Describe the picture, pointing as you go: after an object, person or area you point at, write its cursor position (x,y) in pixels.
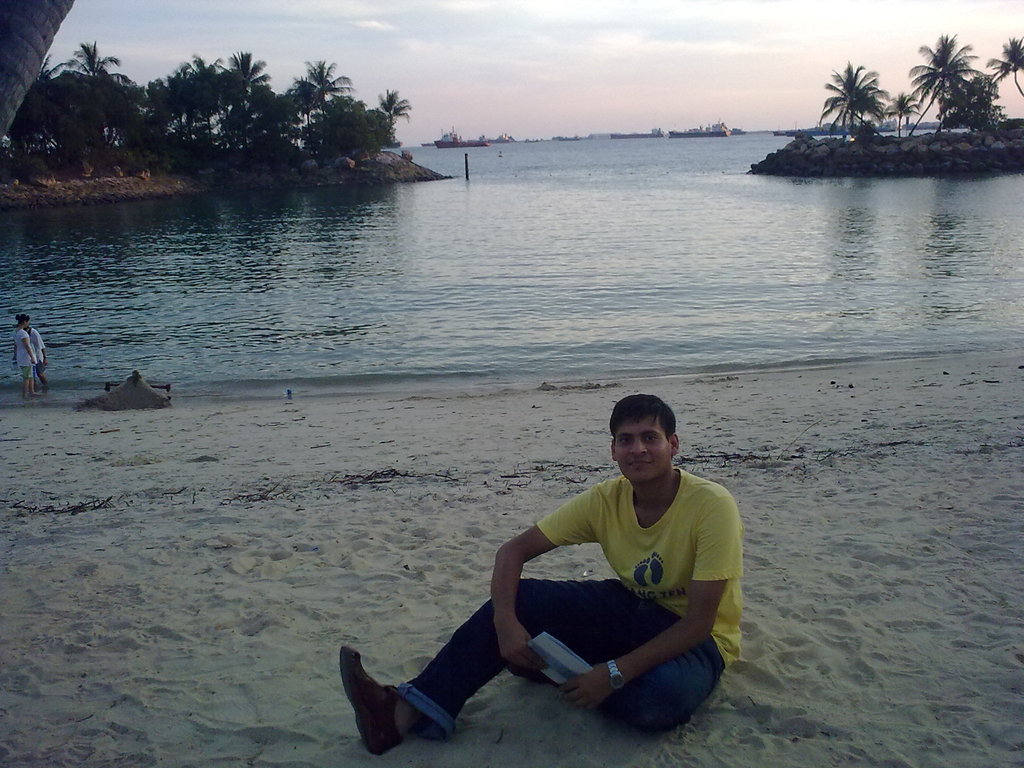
In this picture I can see there is a man (509,633) sitting on the sand (293,411), there is a ocean (488,359) in the backdrop (631,174) and there are trees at right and left sides of the image, in the backdrop (523,144) there are few ships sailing on the water (879,254). The sky (585,112) is clear.
